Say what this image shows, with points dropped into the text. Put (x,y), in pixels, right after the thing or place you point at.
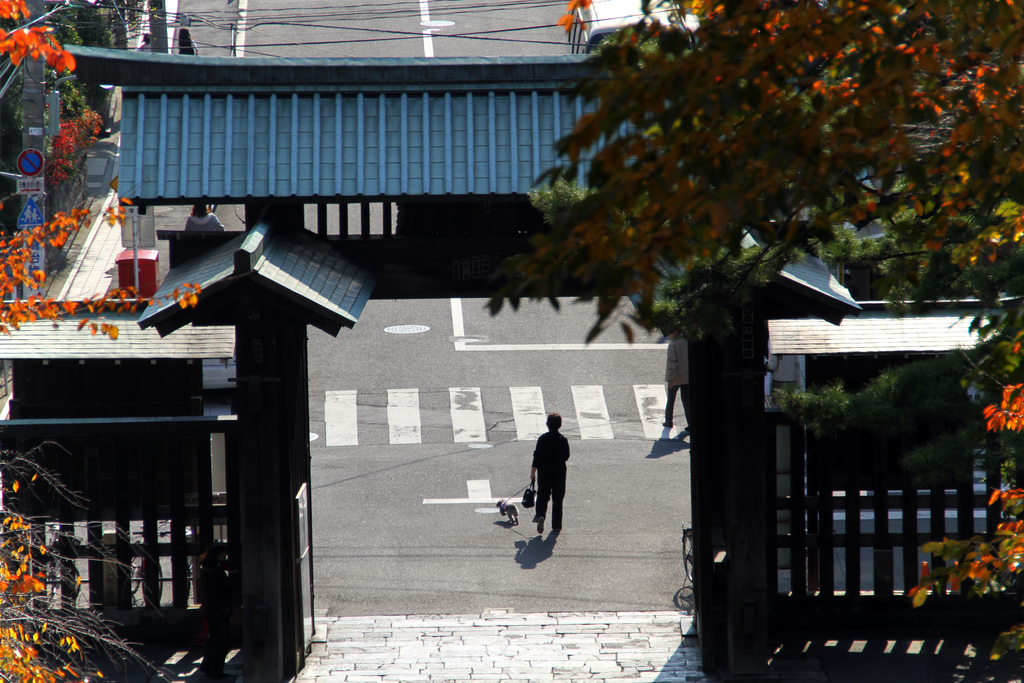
In this image we can see some people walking on the road (386,328). In that a woman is holding a bag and a dog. We can also see an arch (302,317), the signboards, a pole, trees (128,305) and some wires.
